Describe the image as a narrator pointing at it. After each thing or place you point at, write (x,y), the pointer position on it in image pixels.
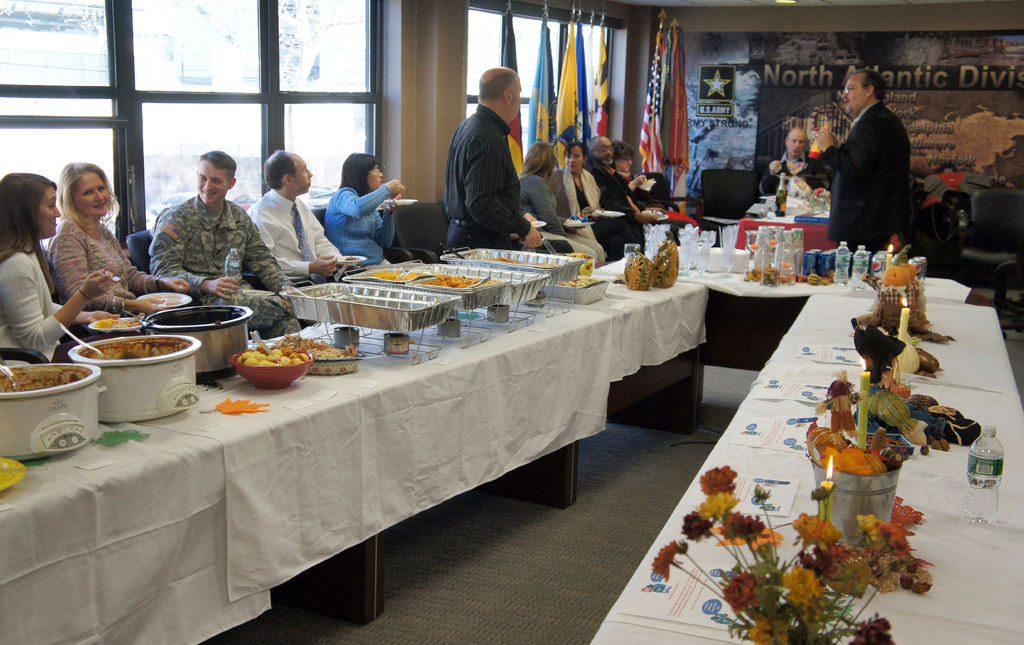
In this image we can see many people (361,233) sitting on chairs (713,210). Few (865,181) are standing. There are tables (398,380). On the tables (554,338) there are trays (503,276), bottles (857,279), vessels (207,330) with food items (285,362), flower bouquet (806,557) and many other things (822,270). In the back (330,102) there are glass windows (204,108). Also there are flags (655,123). And there is a wall (713,86) with text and emblem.
